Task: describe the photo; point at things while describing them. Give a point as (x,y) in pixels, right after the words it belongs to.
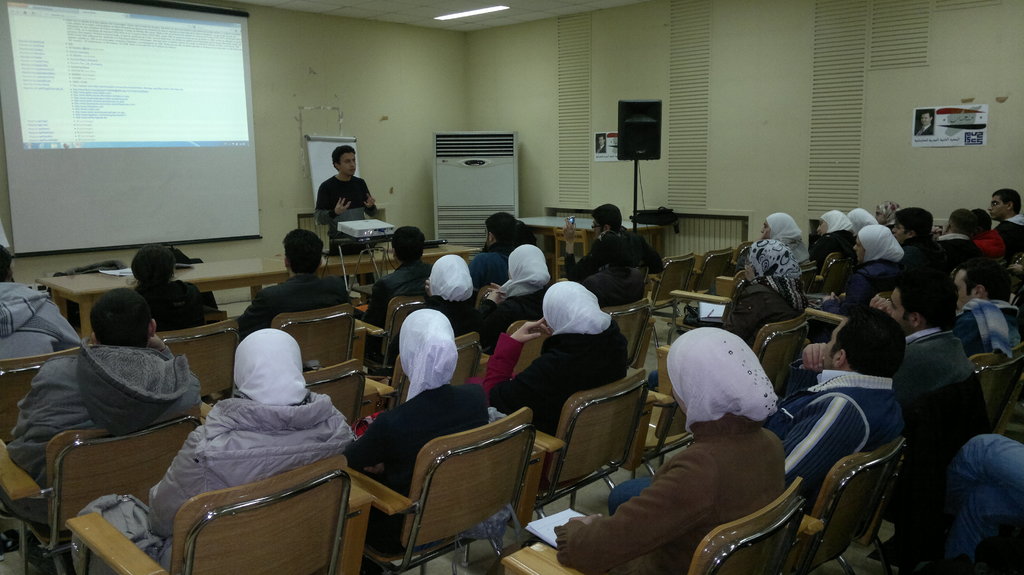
In this image I can see the group of people (705,405) sitting on the chairs (838,486). In front of them there is a person (340,208) standing. To the right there is a sound system (634,149). At the back of this person (336,185) there is a screen (232,121) to the wall (379,99).
